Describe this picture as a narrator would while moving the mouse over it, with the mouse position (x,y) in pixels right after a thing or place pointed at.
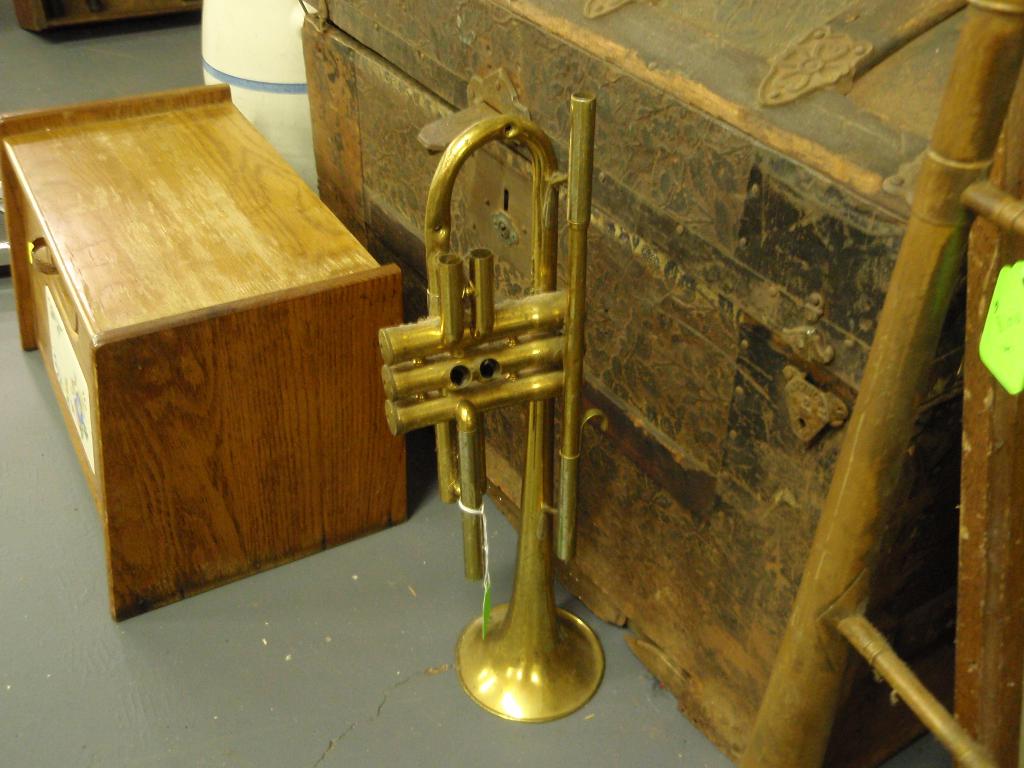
In this picture I can see there is a trumpet (468,641) and there are few wooden boxes (28,131) placed on the floor (169,613).
